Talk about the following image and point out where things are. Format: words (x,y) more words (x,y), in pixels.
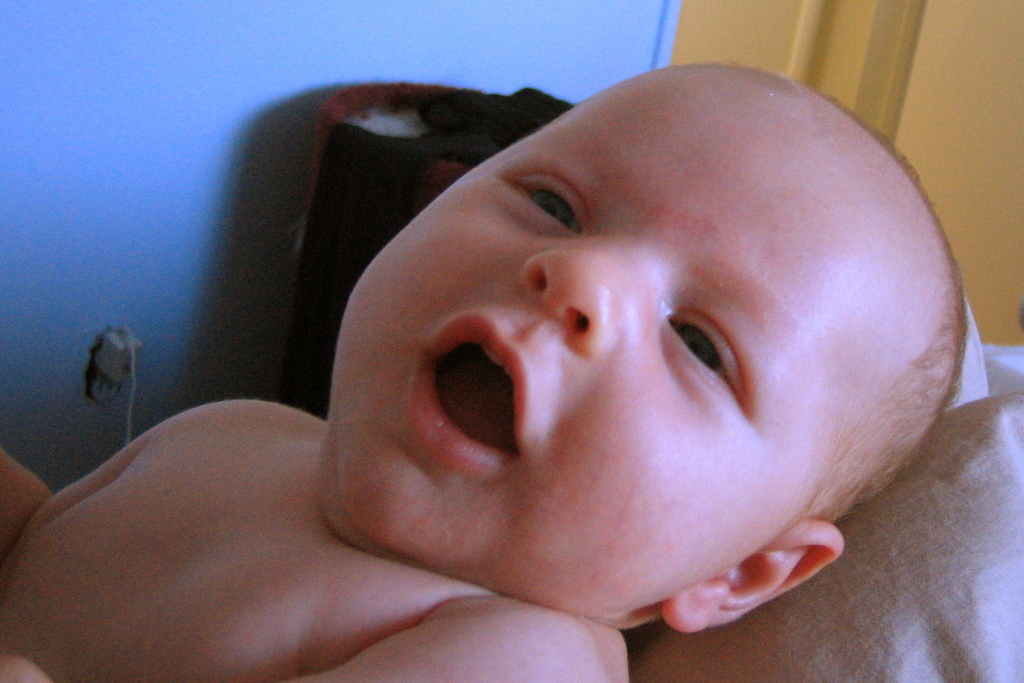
This image is taken indoors. In the background (299,121) there is a wall (647,48) with a door (954,172). In the middle of the image (572,306) there is an infant (215,561). At the bottom of the image (792,620) there is a pillow (844,607).
